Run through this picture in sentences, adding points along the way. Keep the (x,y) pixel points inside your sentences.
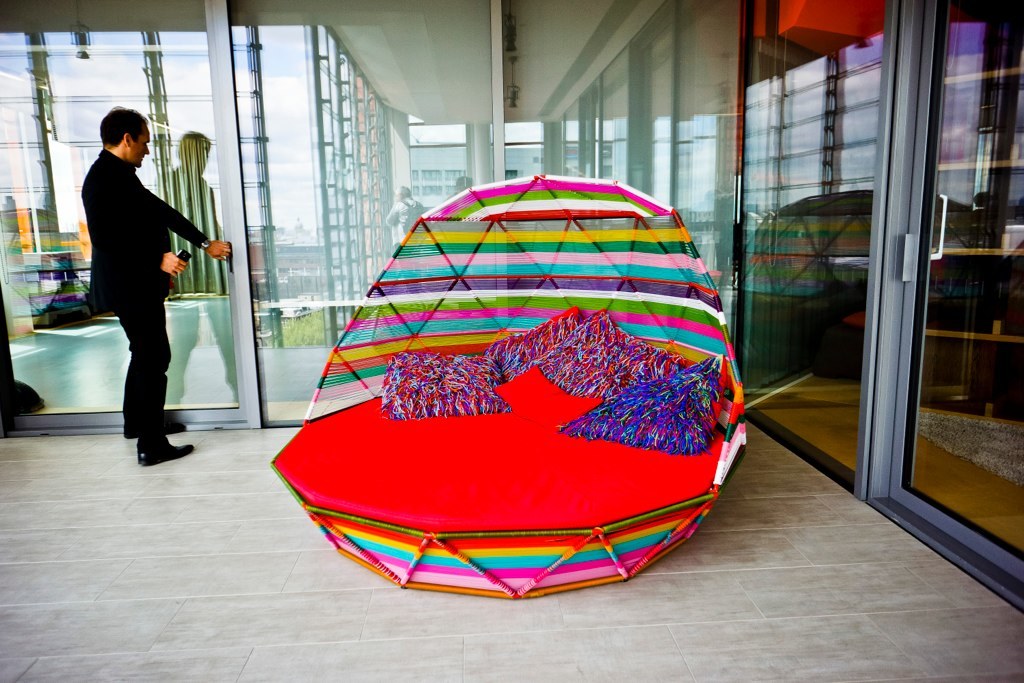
In this image there is a bed (661,335). On top of it there are pillows (697,370). There is a person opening the door (205,417) and he is holding the mobile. Around the bed (469,207) there are glass walls (684,112) and doors (957,459). Through the glass doors (910,453) we can see a person (207,221) and there are a few objects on the table (944,331). At the bottom of the image (815,479) there is a floor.
